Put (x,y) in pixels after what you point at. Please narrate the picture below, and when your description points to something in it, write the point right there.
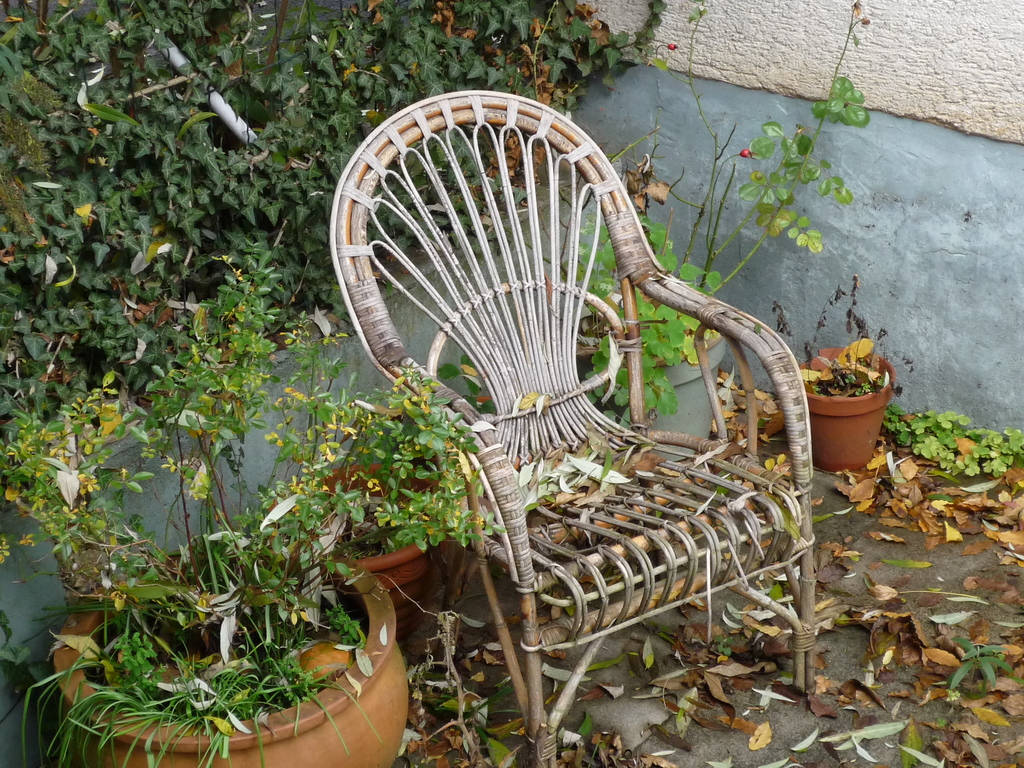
In this image I can see a chair (565,388). beside the chair (578,394) there are some flower pots (284,527) and the wall (869,195).
